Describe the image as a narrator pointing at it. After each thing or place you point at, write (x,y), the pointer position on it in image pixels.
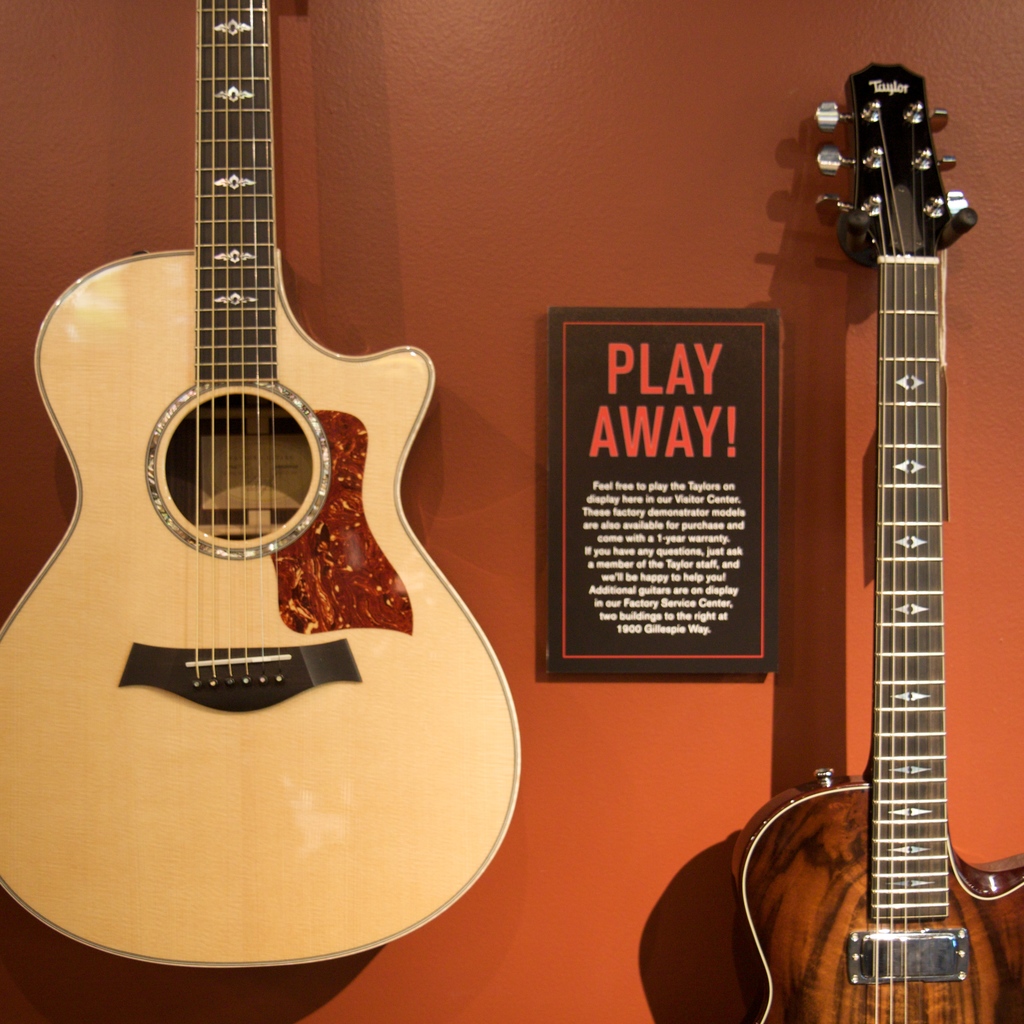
In this picture we can see two guitars (766,957). And there is a board (692,461) on to the wall (529,184). And on the background (522,235) there is a orange color wall (513,185).
